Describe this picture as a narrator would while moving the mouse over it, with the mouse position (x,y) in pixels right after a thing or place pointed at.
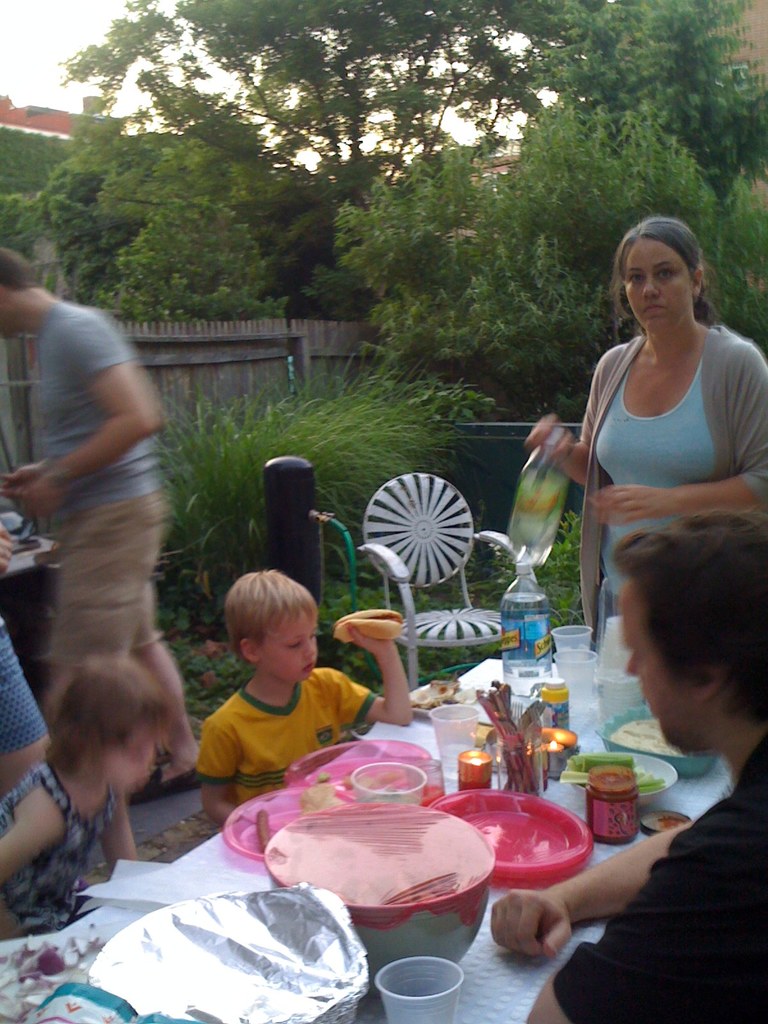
This picture shows few people (563,972) seated on the chairs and couple of them are standing and we see bowls (375,845), plates (472,812), bottles (556,689) and glasses (563,676) on the table (538,748) and we see few trees (272,49).
